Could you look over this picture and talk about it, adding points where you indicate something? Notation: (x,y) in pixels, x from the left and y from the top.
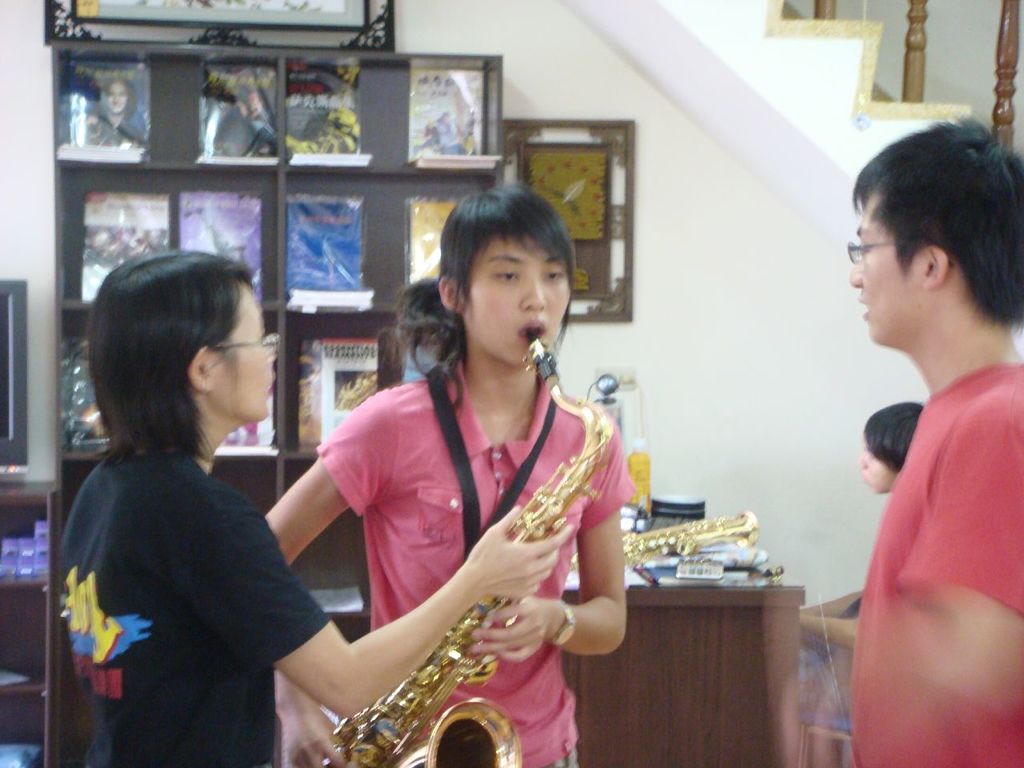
In this image we can see there are three people (572,726) standing and one among them is playing a musical instrument (386,754) and the other person (334,639) is holding it, behind them there are shelves (445,197) with books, a clock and there are some objects (743,544) on the tables (750,594), in front of it there is a person (888,418) sitting and on the top right corner of the image (811,126) there is a staircase (766,88).
